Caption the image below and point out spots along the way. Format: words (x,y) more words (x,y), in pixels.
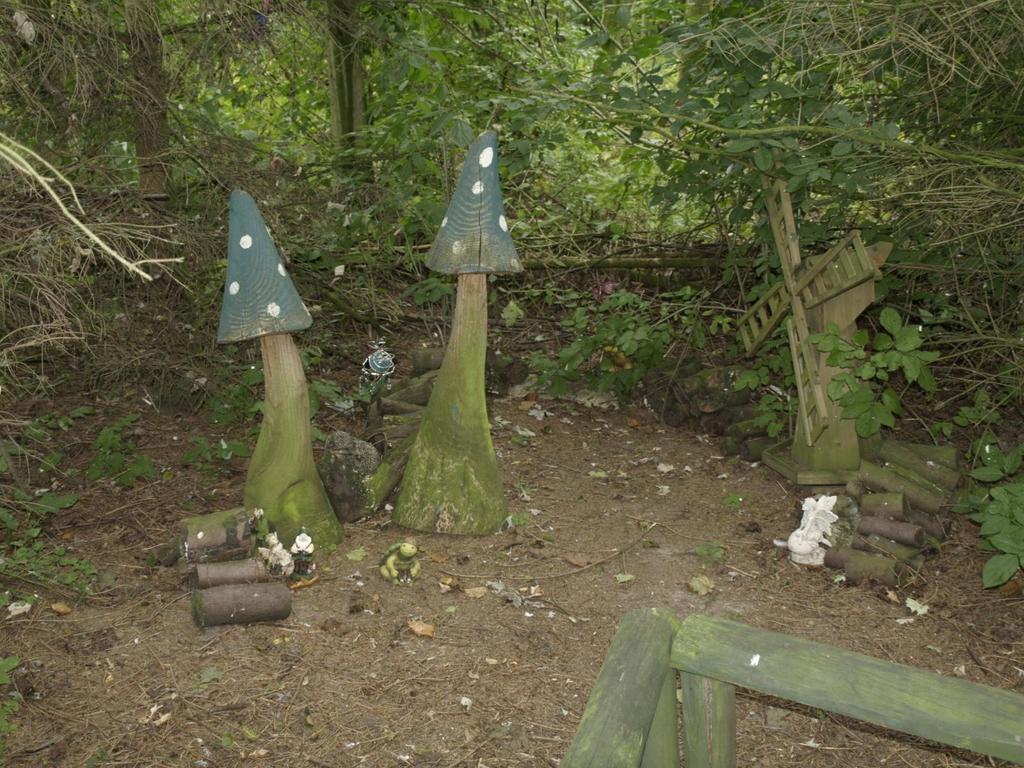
In this picture I can observe an artificial mushroom (445,387) which are made up of wood (460,434). On the right side (818,346) there is a wooden windmill (779,308). I can observe some wooden logs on the land (582,570). In the background (441,143) there are trees (398,106).
